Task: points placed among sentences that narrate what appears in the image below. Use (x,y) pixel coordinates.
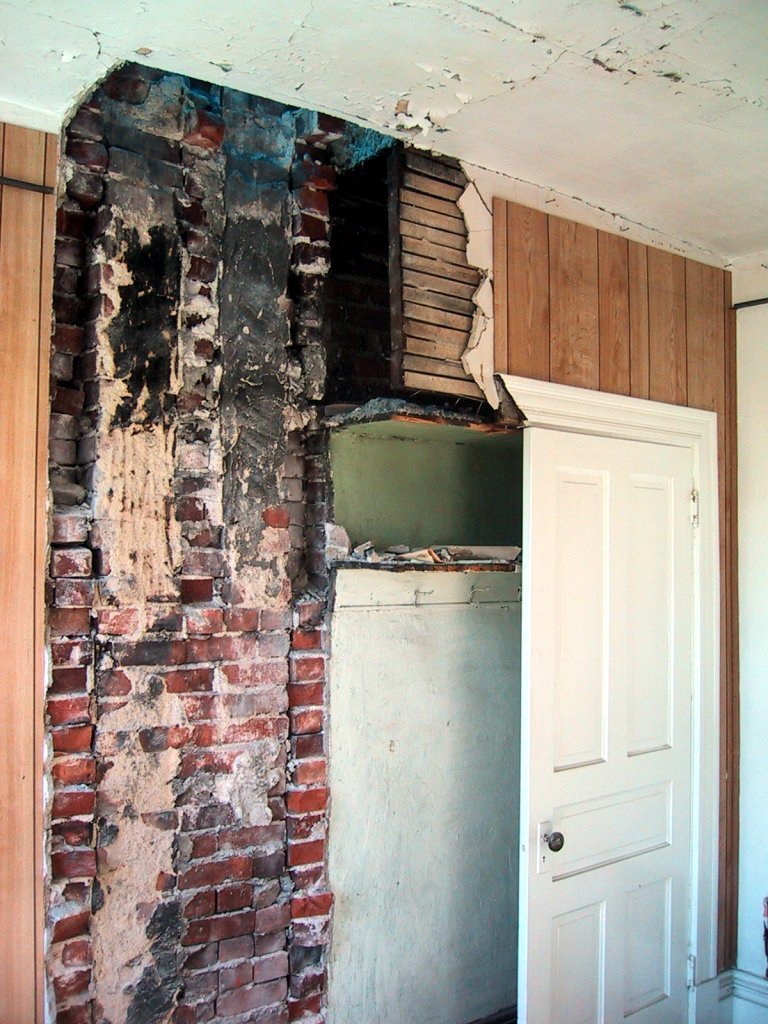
In the center of the image (283,475) there is a broken wall (203,444). There is a door (536,867). At the top of the image (252,84) there is a ceiling (543,105).
